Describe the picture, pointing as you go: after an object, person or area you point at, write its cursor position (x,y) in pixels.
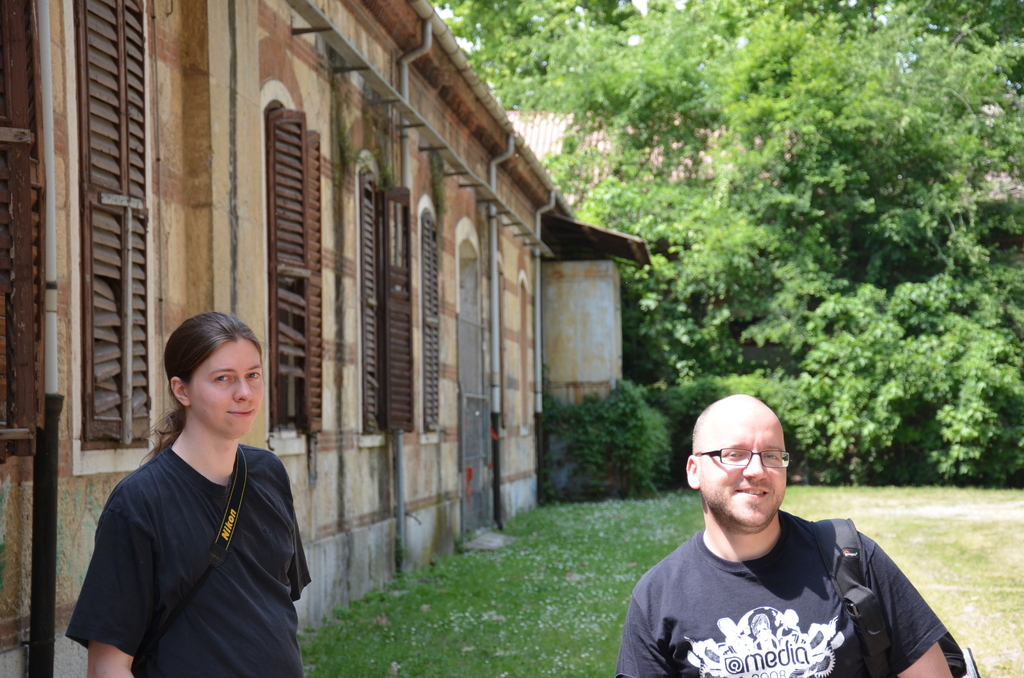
On the right (739,512) there is a person (773,642) in black t-shirt (804,619) and wearing a backpack (857,587). On the left (230,542) there is a woman (215,535) in black t-shirt (240,536). Towards left (287,124) there is a building (461,239). In the background (635,272) towards right (776,37) there are trees (786,223) and plants (677,406). In the center of the picture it is grass (565,616).
